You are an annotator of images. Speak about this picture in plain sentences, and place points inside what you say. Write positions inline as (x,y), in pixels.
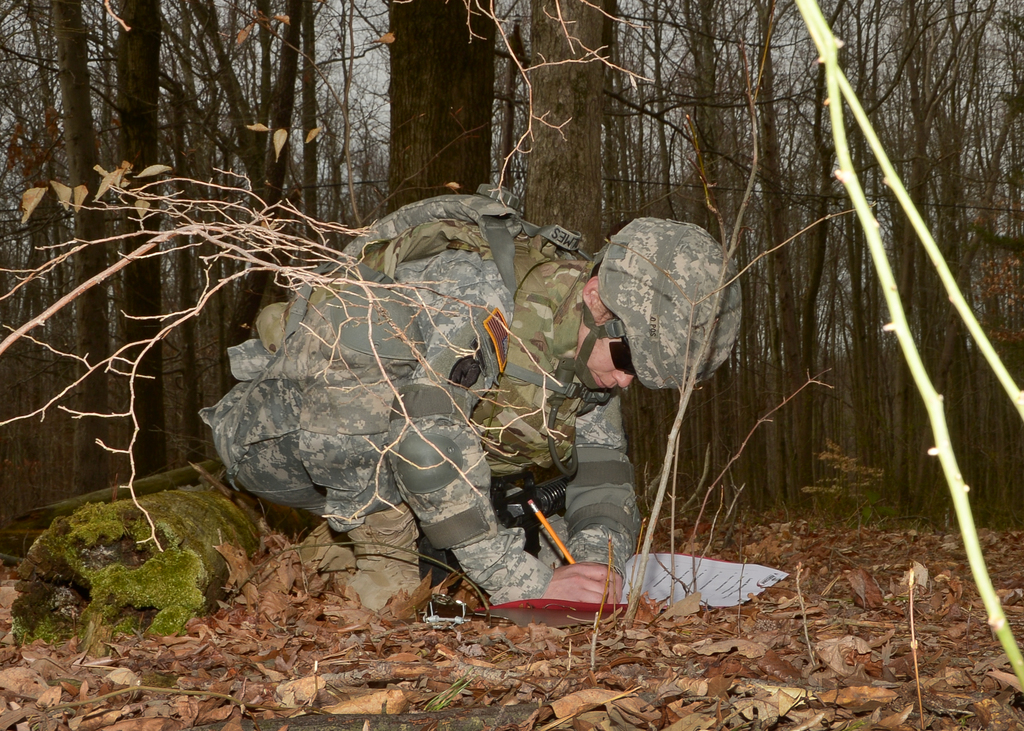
In this image, we can see a person (487,526) wearing uniform (565,334), a bag (339,314), a helmet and glasses (622,367) and holding a pencil (569,553). In the background (637,118), there are trees (103,460) and we can see logs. At the bottom (584,667), there are papers (682,597) and we can see leaves (657,668) on the ground (765,635).
